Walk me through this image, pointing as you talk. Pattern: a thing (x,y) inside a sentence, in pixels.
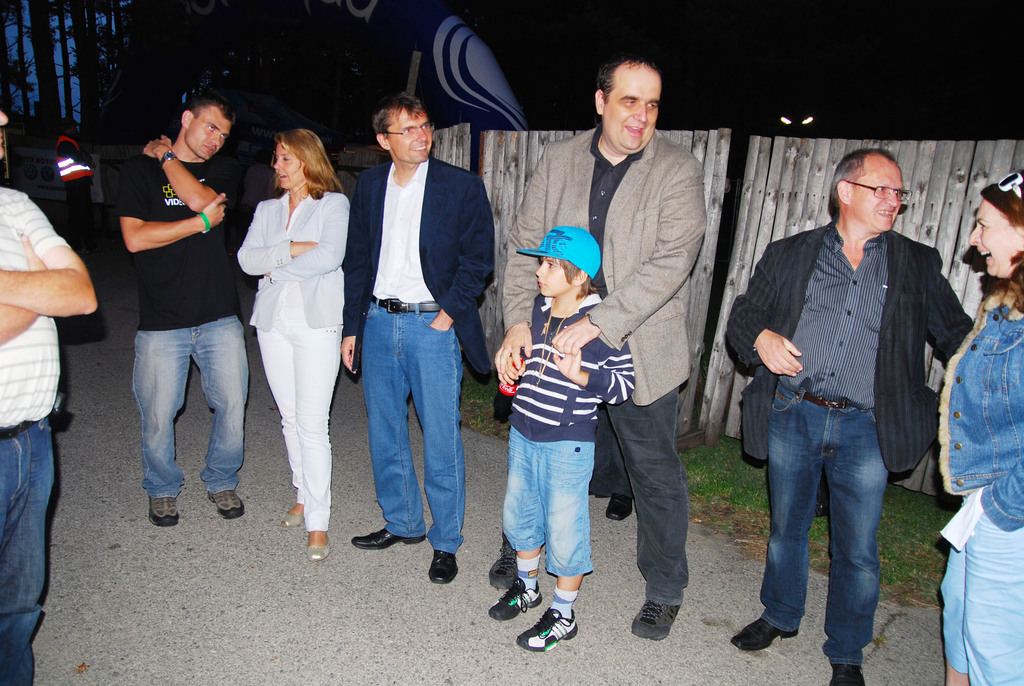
in this image we can see these people (981,378) and a child (555,311) are standing on the road (596,563). The background of the image (81,185) is dark where we can see wooden fence (485,172), lights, banner (445,112), trees (37,50) and a person (84,171) standing here.
